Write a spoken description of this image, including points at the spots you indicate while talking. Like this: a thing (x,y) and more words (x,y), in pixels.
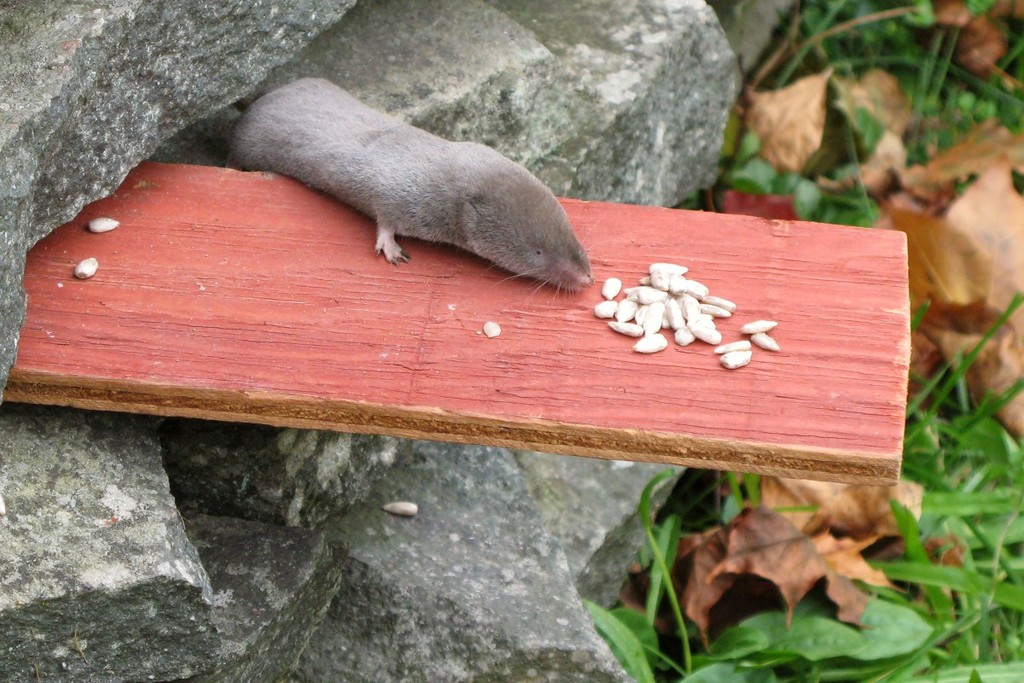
In the image I can see a wooden plank (339,330) in between the rocks (67,415) on which there is an animal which is eating something and to the right (757,651) there are some leaves (865,580).
